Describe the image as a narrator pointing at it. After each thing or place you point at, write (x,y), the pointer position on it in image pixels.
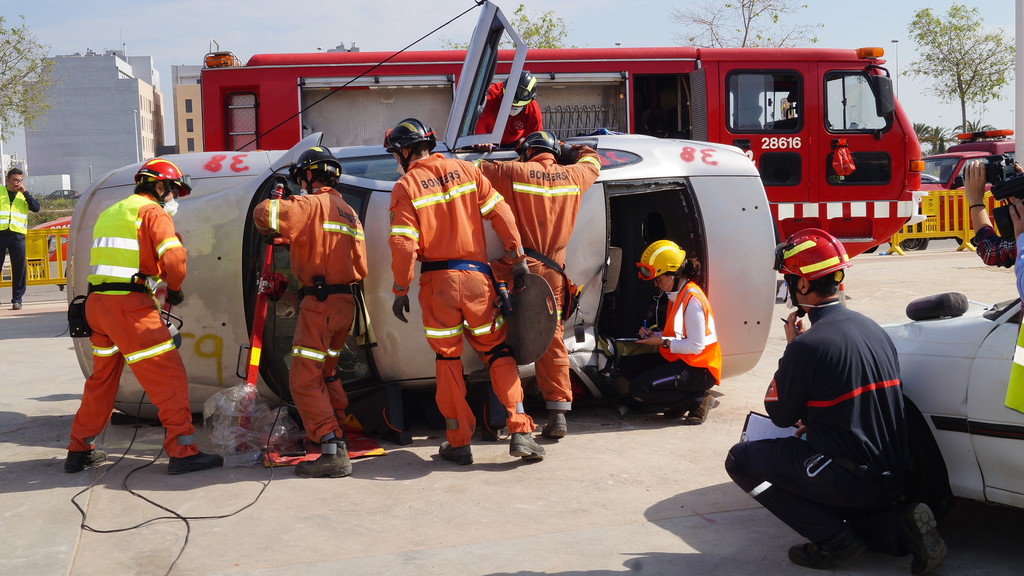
In this image I can see people (362,278) among them some are standing and some are in squat position. In the background (688,113) I can see vehicles (603,113), buildings (200,98) and trees (703,35). I can also see road barricades (953,220) and the sky (199,60).
